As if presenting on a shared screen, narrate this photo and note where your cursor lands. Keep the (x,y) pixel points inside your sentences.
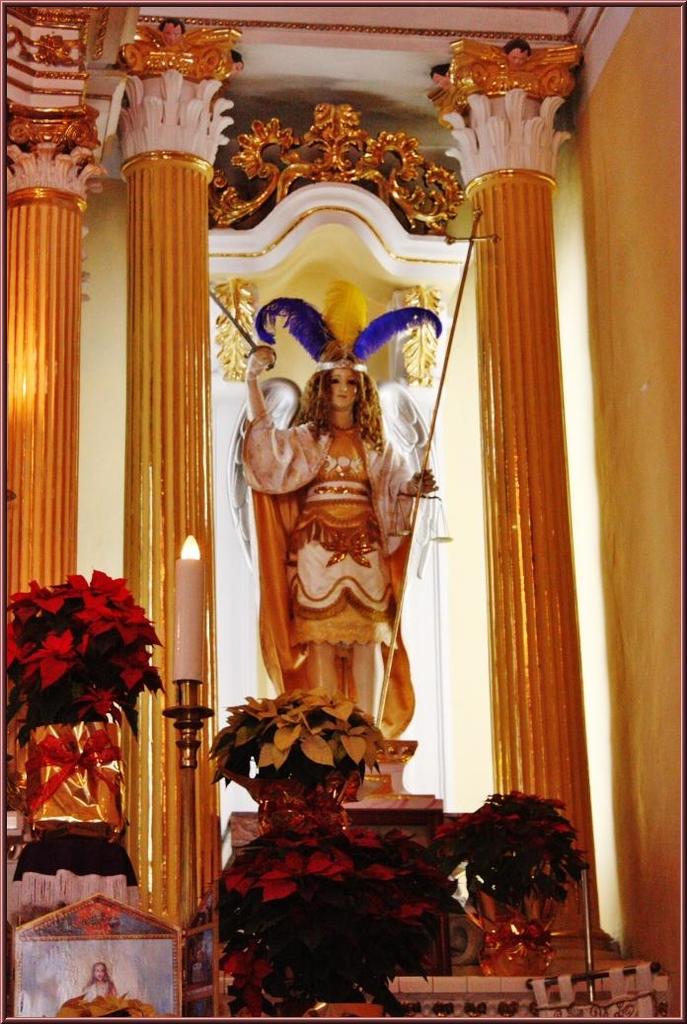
In this image there is a sculpture (308,560) of a person (251,372), plants (251,749), frame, pillars (522,94), wall (599,485).
